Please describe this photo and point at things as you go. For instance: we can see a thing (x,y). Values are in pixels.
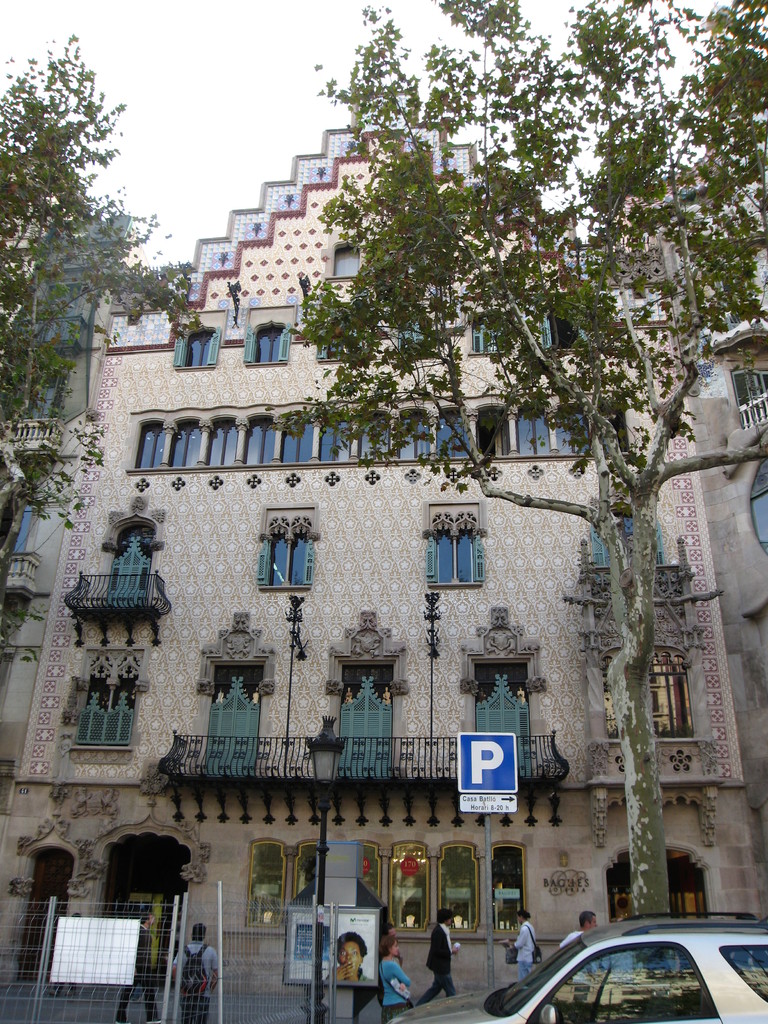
In this image, we can see buildings (394,565), trees (398,369), railings (443,747), lights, poles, boards (305,919), fence (279,959), people (513,943) and there is a car (585,983). At the top (149,157), there is sky (120,50).
